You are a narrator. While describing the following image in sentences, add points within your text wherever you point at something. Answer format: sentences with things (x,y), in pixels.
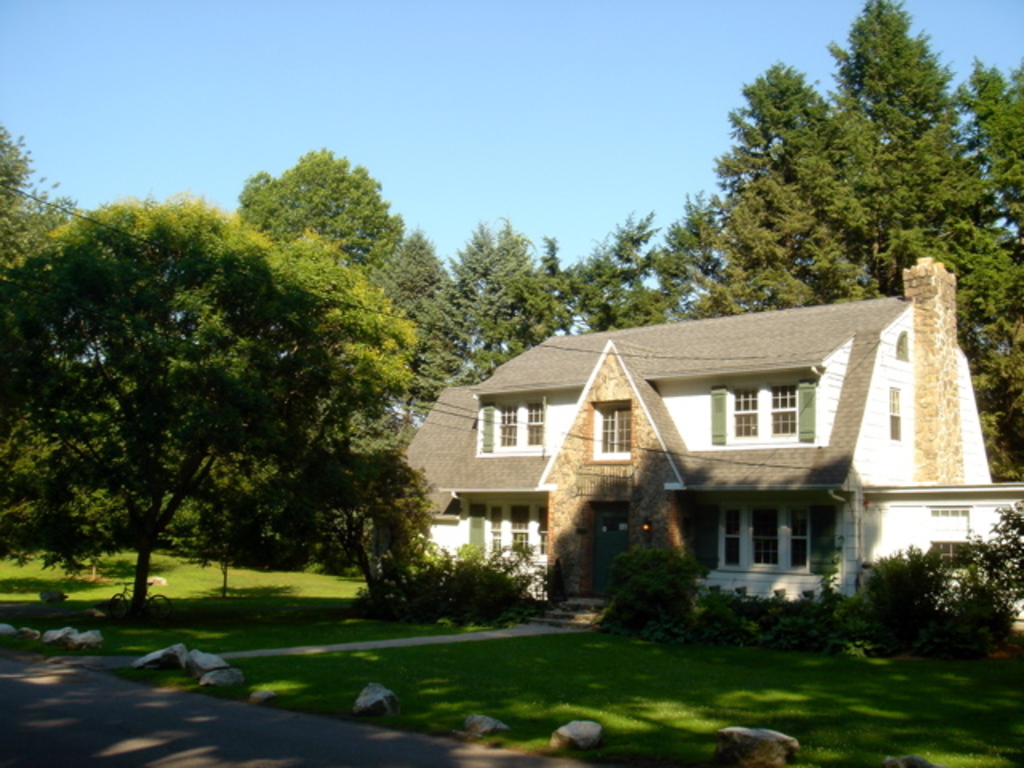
In this picture we can see a building (627,361), trees (3,434), bicycle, some stones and we can see sky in the background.
